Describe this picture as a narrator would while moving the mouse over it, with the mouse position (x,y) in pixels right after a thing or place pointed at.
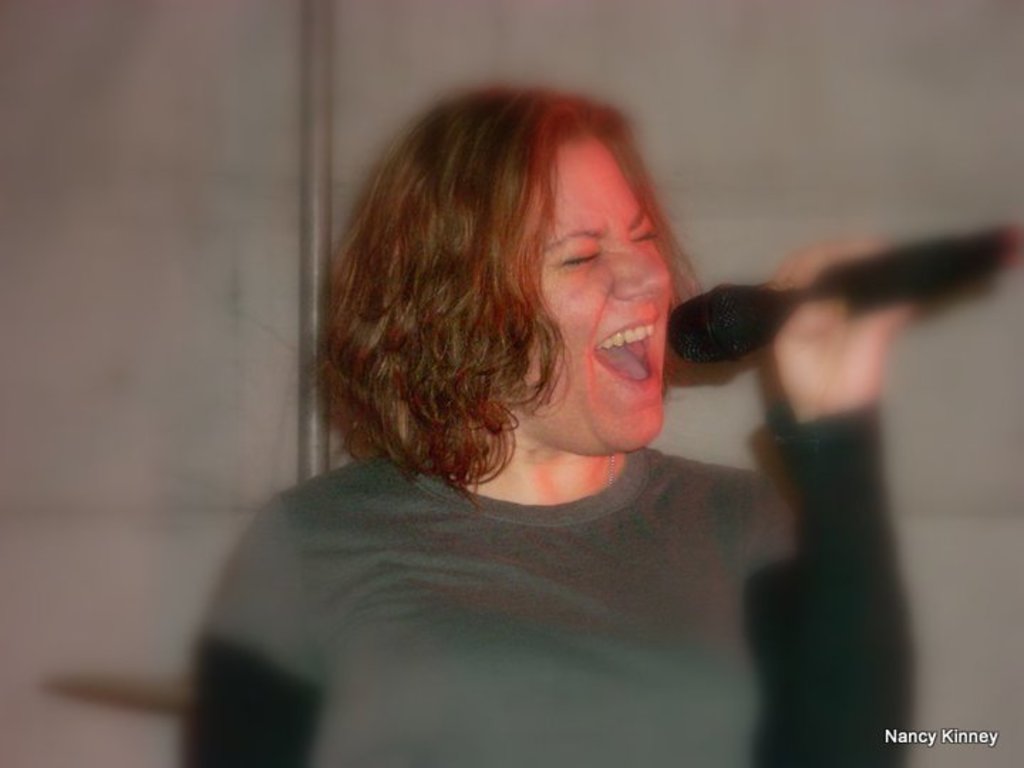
This is a picture of a woman (648,216) singing a song in the microphone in the back ground (308,219) we have a wall (196,207) and a iron rod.
